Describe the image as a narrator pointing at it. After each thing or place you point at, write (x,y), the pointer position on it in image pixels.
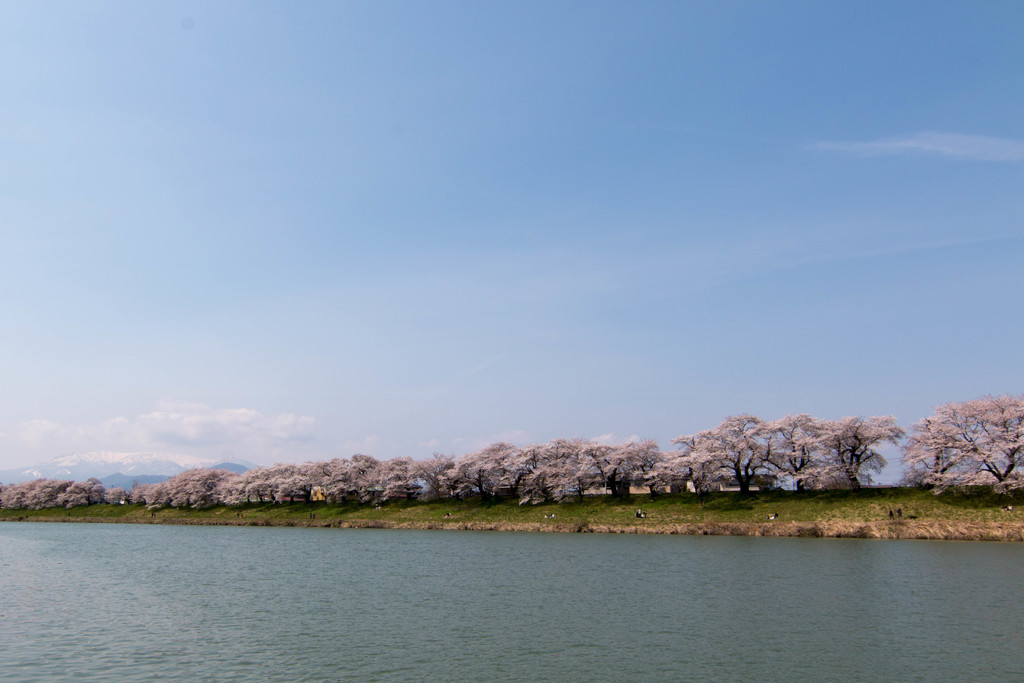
There is water (548,592) of river (684,562). In the background (944,509), there is grass (709,514) and there are trees (52,491) on the ground (934,514). And there are clouds (114,424) in the blue sky (604,93).
